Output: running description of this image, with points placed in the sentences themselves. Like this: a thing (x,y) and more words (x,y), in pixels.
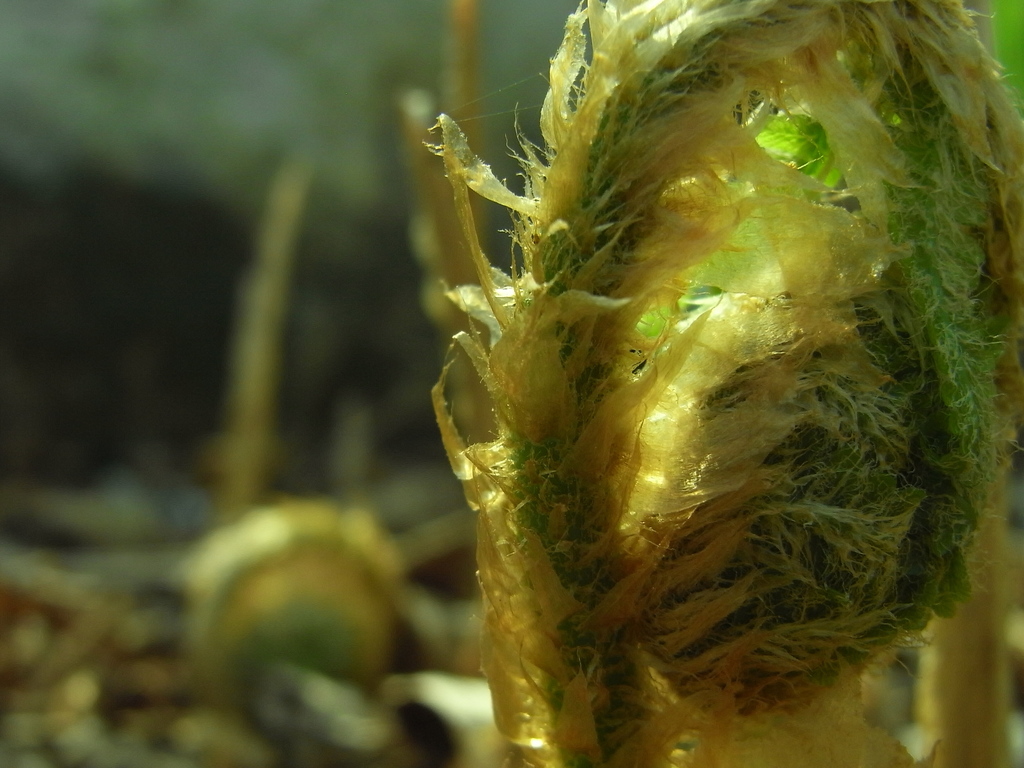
In this image there are fern plants (531,222) on the ground (74,733).
